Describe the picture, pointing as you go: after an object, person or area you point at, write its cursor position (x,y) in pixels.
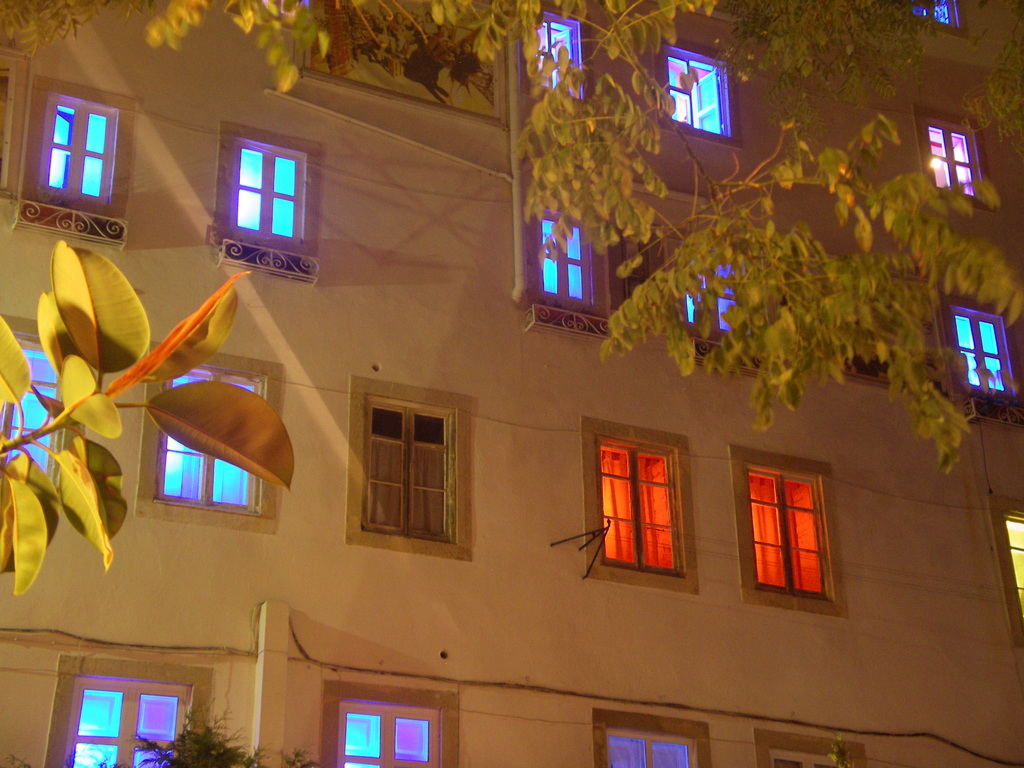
In this image I can see the trees (778,21) and the building (536,434) with windows (43,379).
